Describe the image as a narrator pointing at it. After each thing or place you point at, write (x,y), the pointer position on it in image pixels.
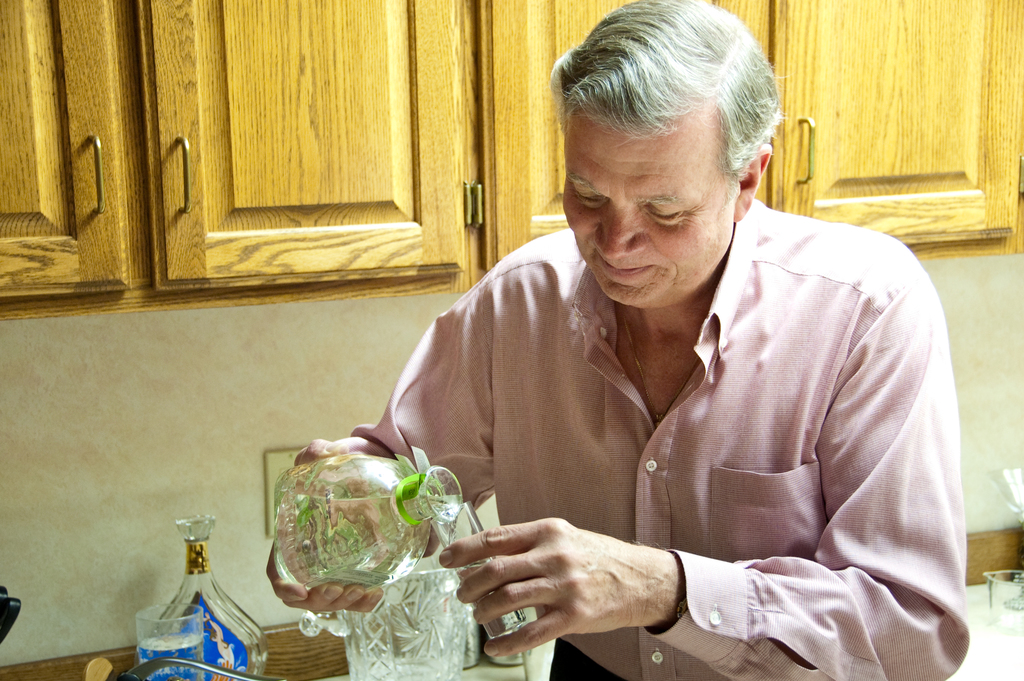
This is a picture in a house (457,265), the man (652,405) is standing and the man (721,571) is holding the jar (374,516) and glass (462,538) the background of the man (588,313) is a cupboards (237,65).
